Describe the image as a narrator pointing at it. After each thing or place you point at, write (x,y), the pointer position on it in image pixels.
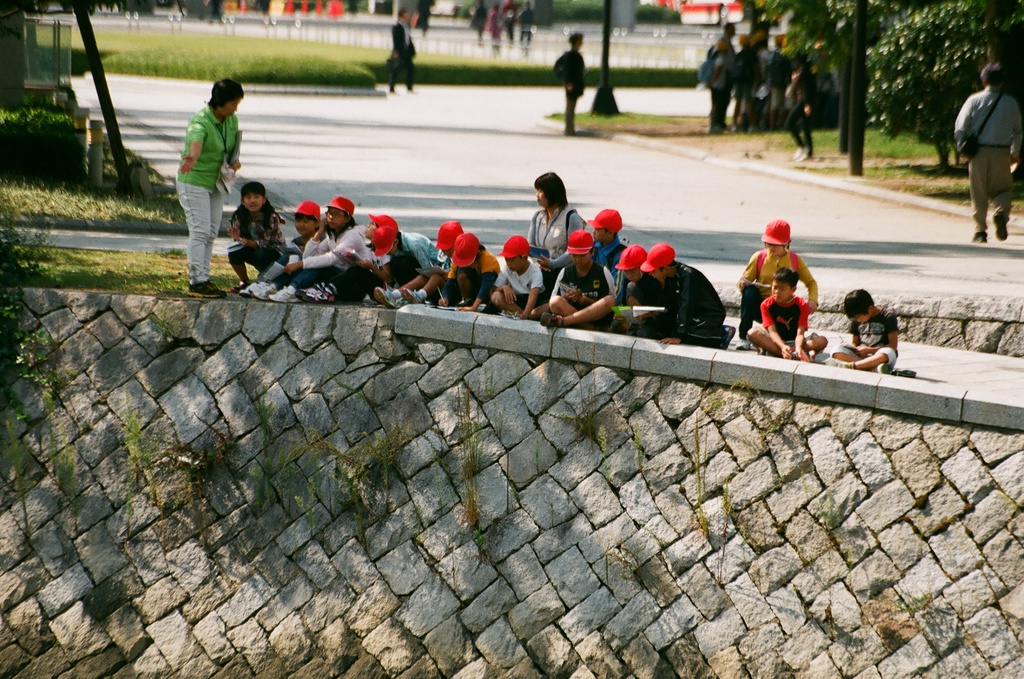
In this image at front (705,448) there is a wall (558,507) and a few people (498,290) are sitting on the road (875,280). We can see there's grass (251,74) on the surface (350,66). On the right side of the image (776,61) there are a few people (749,45) standing on the surface (751,131) of the grass (677,118) and at the backside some people (966,107) are walking on the road (556,41).
